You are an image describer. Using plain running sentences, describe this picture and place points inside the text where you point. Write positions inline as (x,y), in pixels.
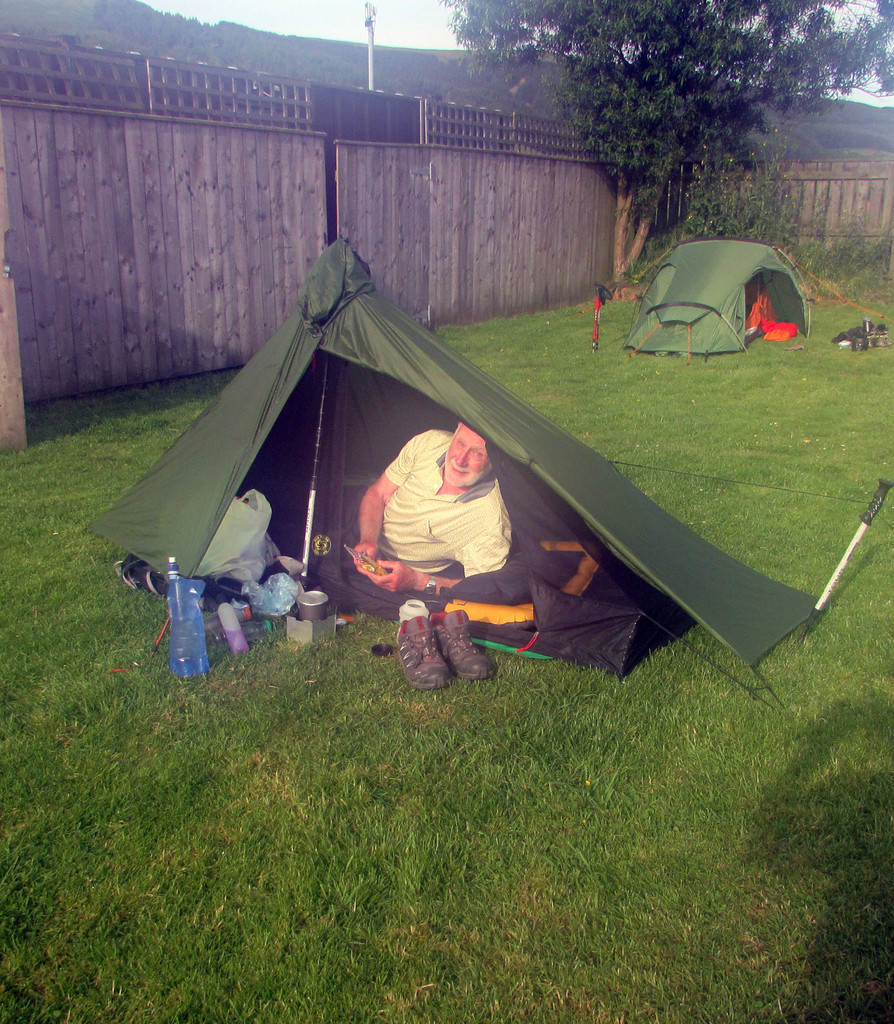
In this picture a guy (413,501) is sitting inside a green tent (375,402) and there are food eatables (250,572) beside him. In the background (707,294) we observe another green tent (676,278) placed on the floor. There are trees (588,39), mountains (437,60) in the background (429,69).
